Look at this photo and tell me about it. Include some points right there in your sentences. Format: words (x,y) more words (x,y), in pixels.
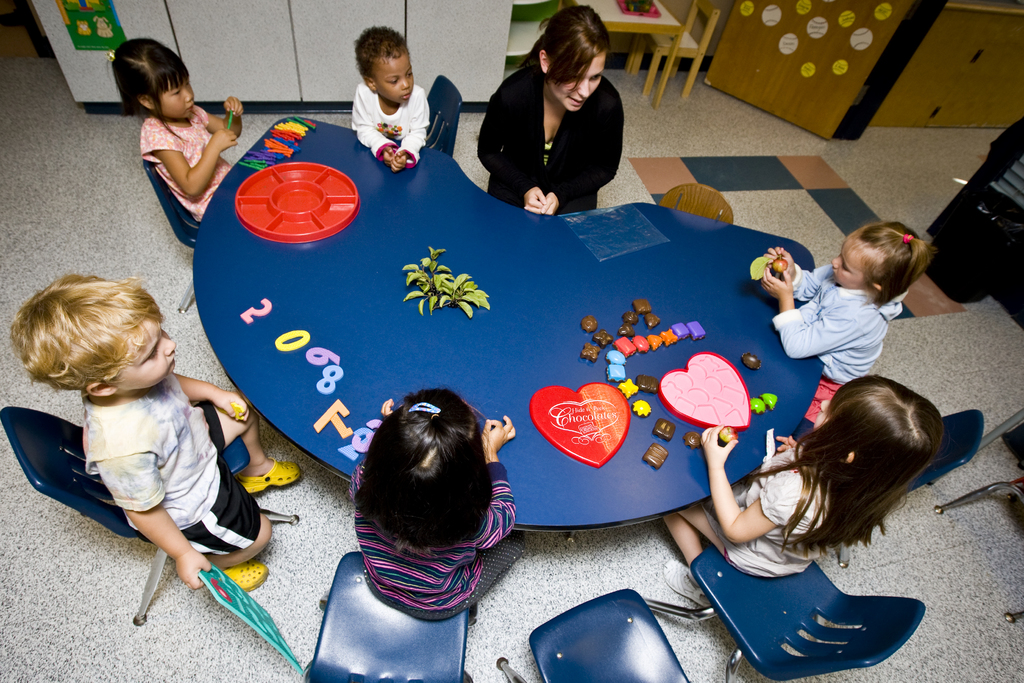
In this image there are group of people (168,402) sitting around a table (365,247). There are toys (327,190) and plants (422,269) on the table (592,282). At the back (678,56) there is a table (641,22) and a chair (691,50).
